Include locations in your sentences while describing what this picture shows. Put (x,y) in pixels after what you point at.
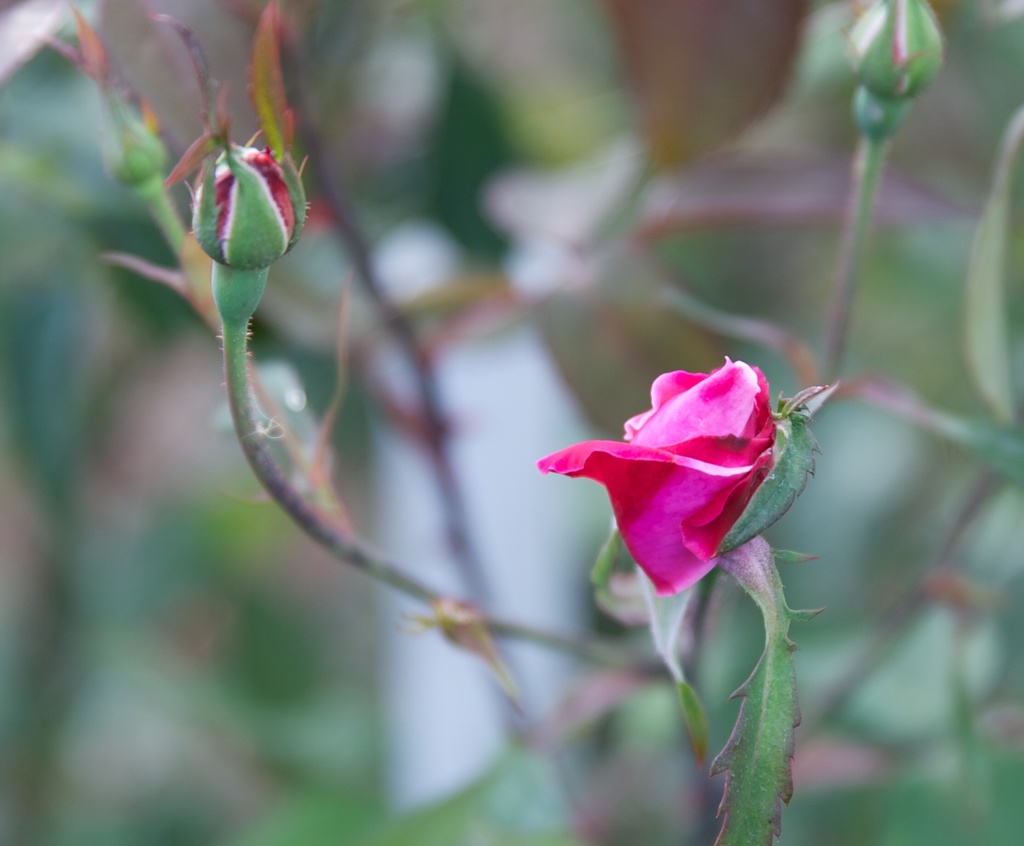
In this picture we can see a flower (670,471), buds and in the background (358,185) we can see leaves (669,187) and it is blurry.
